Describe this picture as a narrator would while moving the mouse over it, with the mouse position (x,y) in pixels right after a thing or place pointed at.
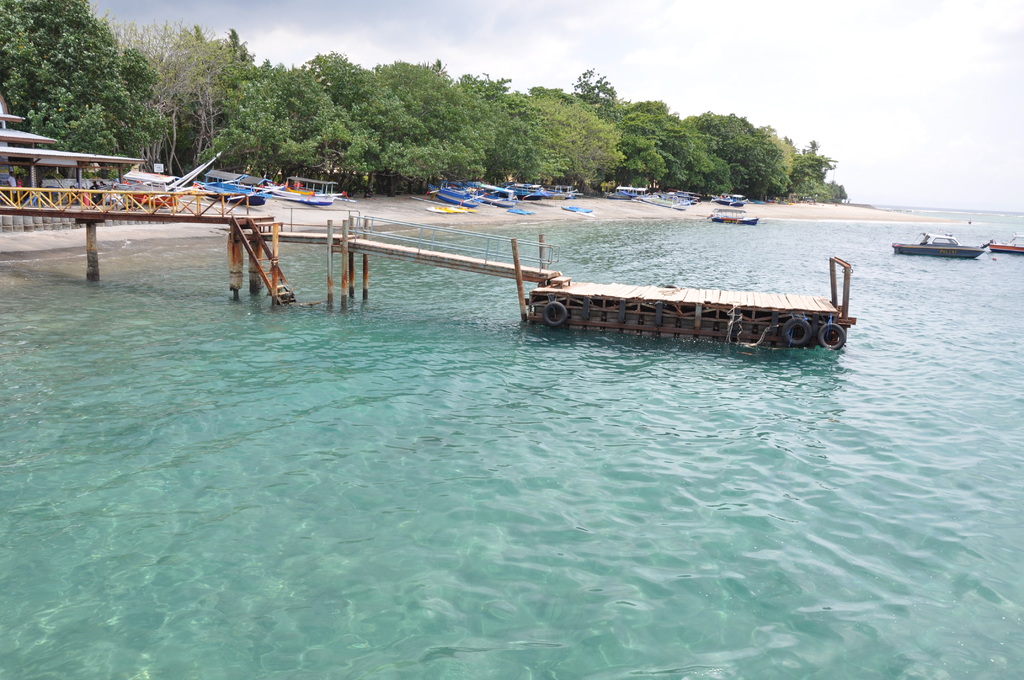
In this image, we can see there are boats (961,244) and a bridge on the water (691,434). In the background (717,197), there are boats (286,184) on a sand surface (394,201), there is a building (79,159), there are trees (248,84) on the ground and there are clouds (839,66) in the sky (474,50).
